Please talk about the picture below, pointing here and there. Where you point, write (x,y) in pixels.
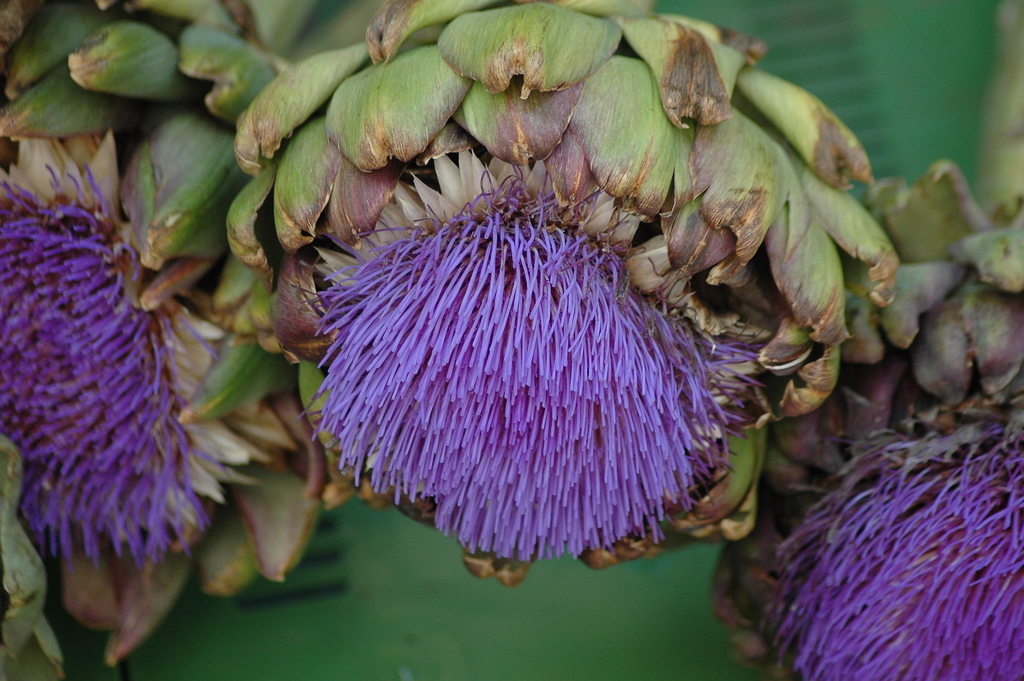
In this image we can see the artichokes (318,444).
